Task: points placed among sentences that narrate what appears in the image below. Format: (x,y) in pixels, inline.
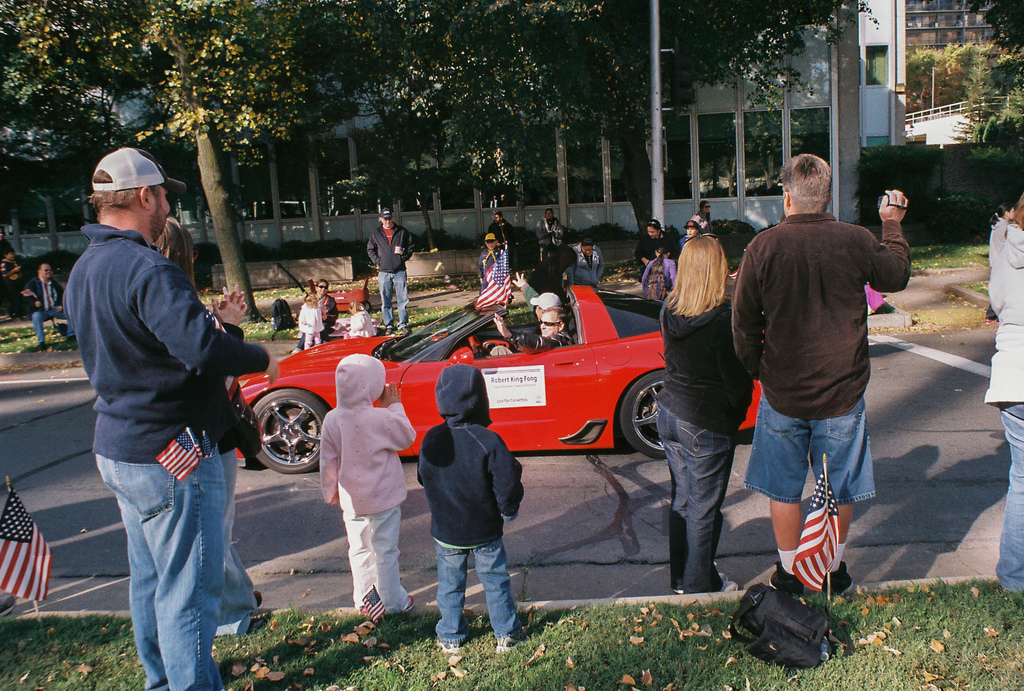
There are few people (151,231) here both men (160,278), women (193,276) and kids (476,517). On the left (127,326) the person (125,272) wore a cap (145,178) and he had a flag (196,453) in his pocket (214,474). On the right (821,333) a man (829,270) is holding camera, behind him there is a bag (787,616) and a flag (833,530). On the other side of sidewalk area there are few people (407,249). And a man (394,256) standing here, he too wore a cap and glasses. on the left (317,298) to him there is a person (330,309) sitting and two kids (319,316) beside her. In the middle (584,381) there is a car (596,371) going which is red in color and two persons (550,322) are in it on the road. In the background (558,75) there are trees (435,82) and we can see a building (837,101) and there are glass doors (709,151) and a big pole (651,210).
